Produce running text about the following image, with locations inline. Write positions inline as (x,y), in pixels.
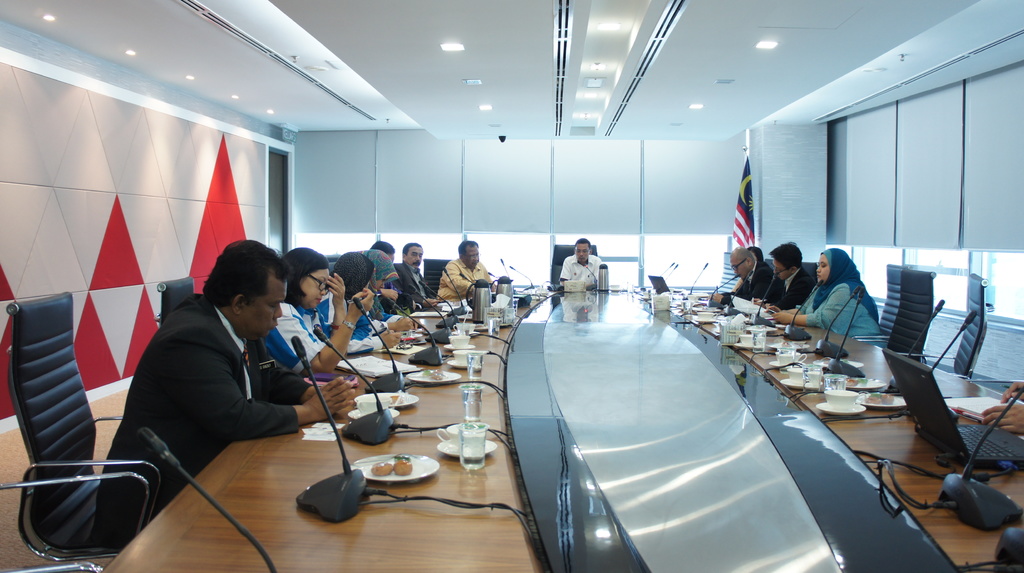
In the image we can see group of persons (775,298) were sitting on the chair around the table (426,411). On table (428,438) there is a microphone (361,483), plate (422,468), glasses (470,449), cup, saucer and tissue paper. In background (485,199) there is a wall (13,199), glass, light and flag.
